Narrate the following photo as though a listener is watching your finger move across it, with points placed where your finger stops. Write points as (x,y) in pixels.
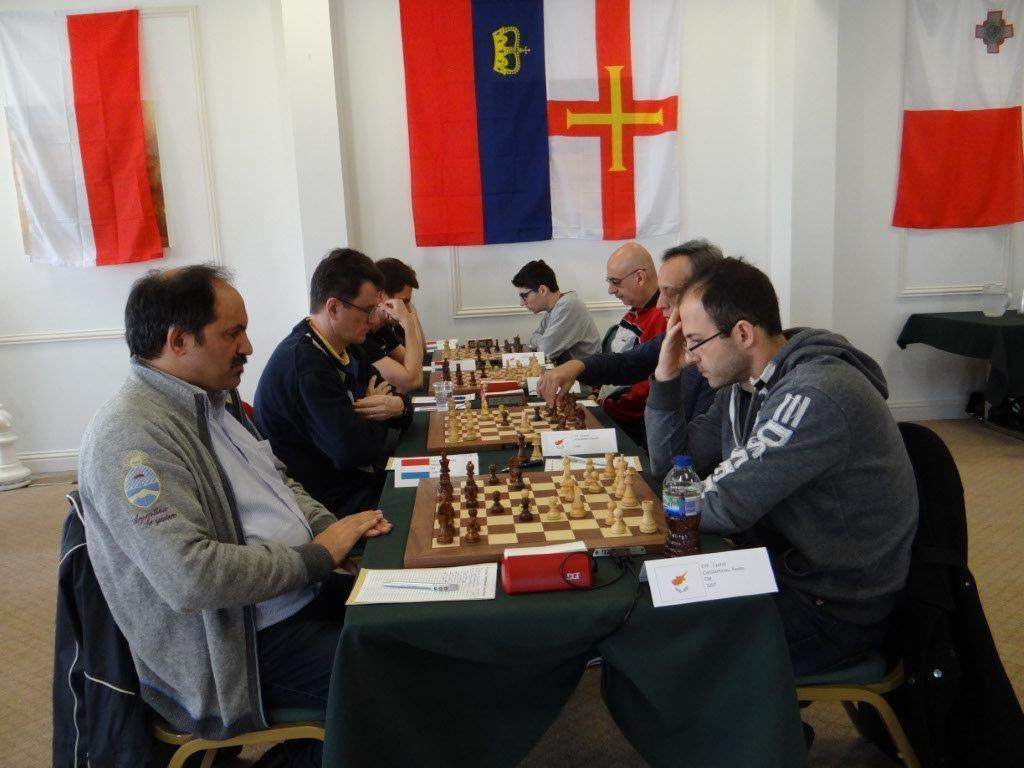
There are group of persons (705,383) playing chess (460,382) in front of their opponents (555,344). In background (441,130) there are some flags (610,88) on the white wall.
